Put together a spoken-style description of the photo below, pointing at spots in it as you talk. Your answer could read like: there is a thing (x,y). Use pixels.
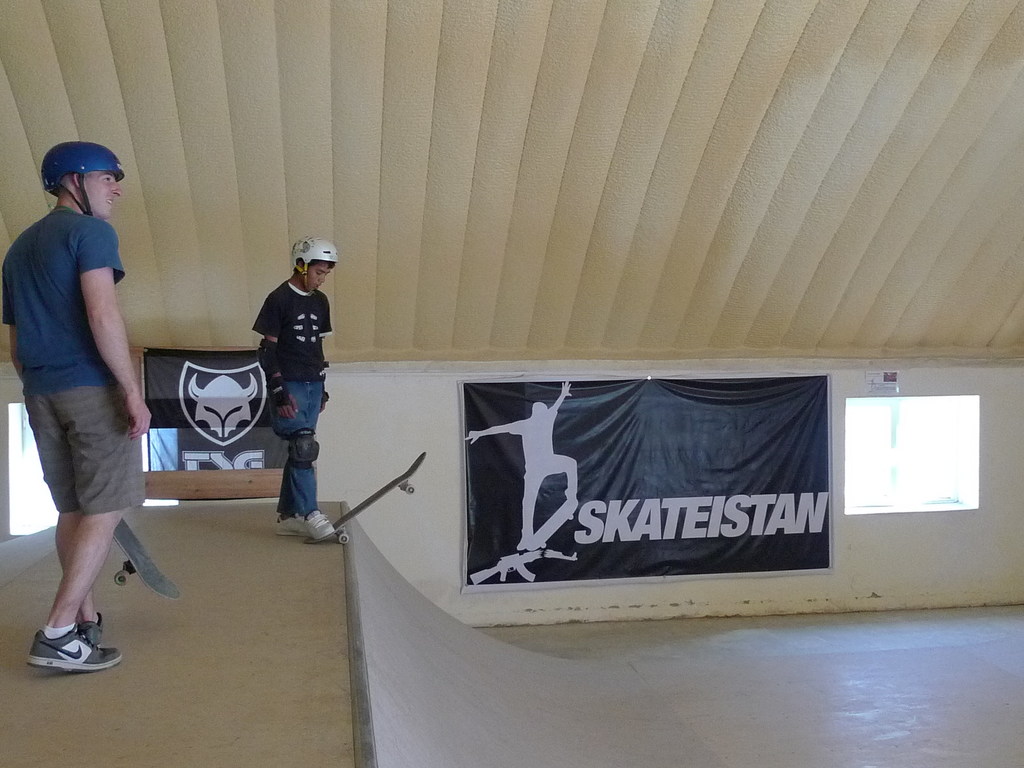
In this image I can see two persons (322,318) standing and wearing helmets (76,163). In front (116,427) the person (130,492) is holding skateboard (132,551). We can see rink board (539,712). Back Side I can see black and white banner (558,442) attached to the wall (392,422). The wall (389,404) is in white color.
